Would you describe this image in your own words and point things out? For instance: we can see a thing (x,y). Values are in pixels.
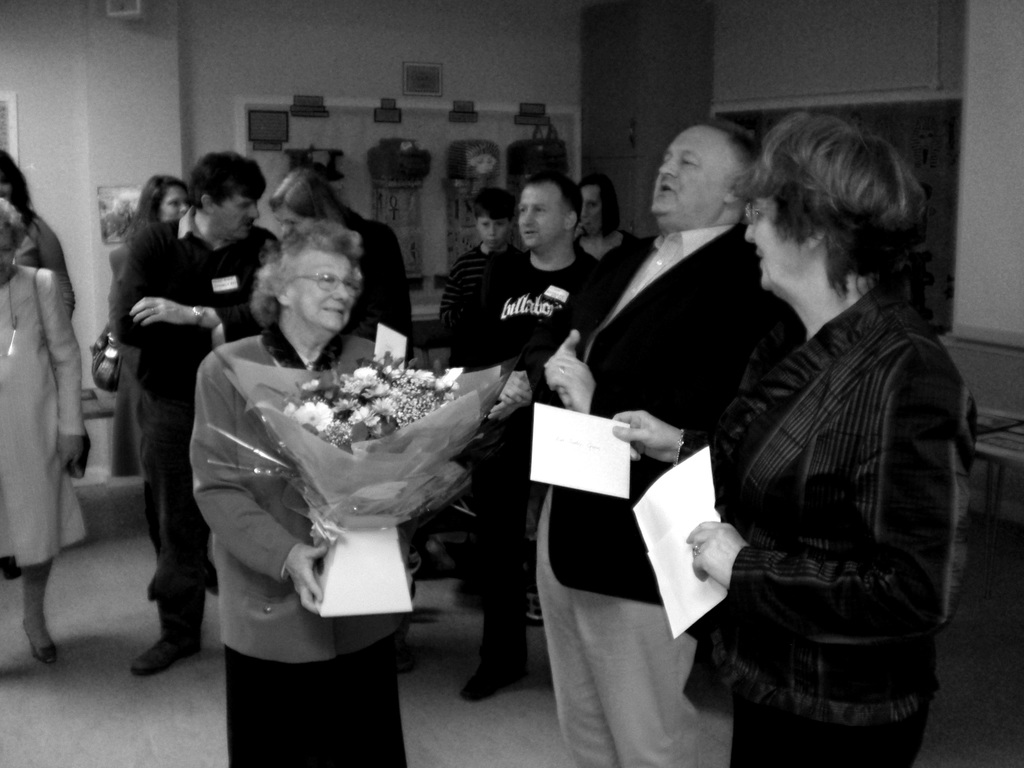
This is a black and white image. In this image we can see people (506,403) standing on the floor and one of them is holding a bouquet (350,459) in the hands (312,555). In the background (288,132) we can see walls (317,88), board (442,136) and table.
